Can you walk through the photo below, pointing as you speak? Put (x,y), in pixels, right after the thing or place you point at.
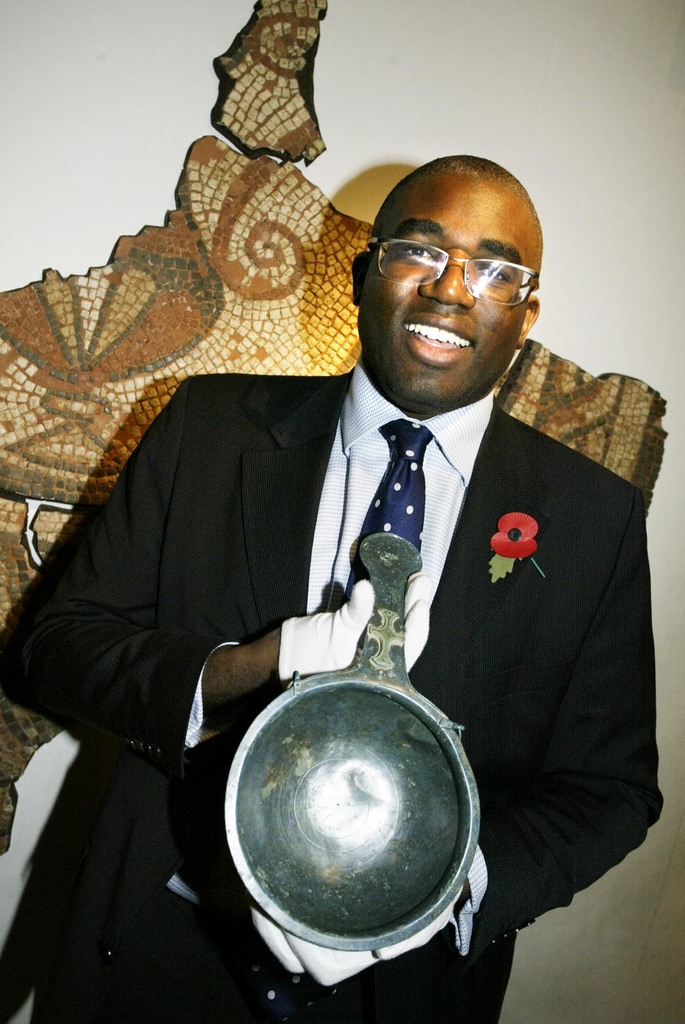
In this picture we can see a person (436,622) holding an object (306,681). In the background (212,216) there is something on the wall (144,53).
